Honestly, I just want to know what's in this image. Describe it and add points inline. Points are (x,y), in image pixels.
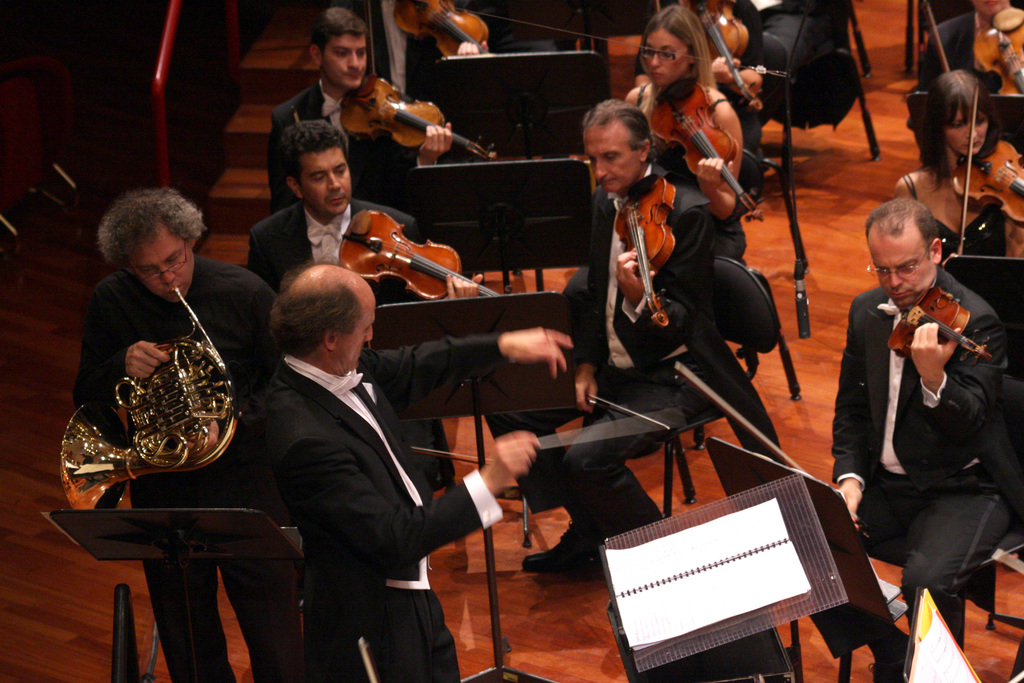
In this image we can see people (331,546) playing musical instruments (1004,210). There are stands (763,671). At the bottom (722,561) we can see a book (722,561) placed on the stand (703,627). On the left (290,12) there are stairs (281,94) and we can see a railing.
